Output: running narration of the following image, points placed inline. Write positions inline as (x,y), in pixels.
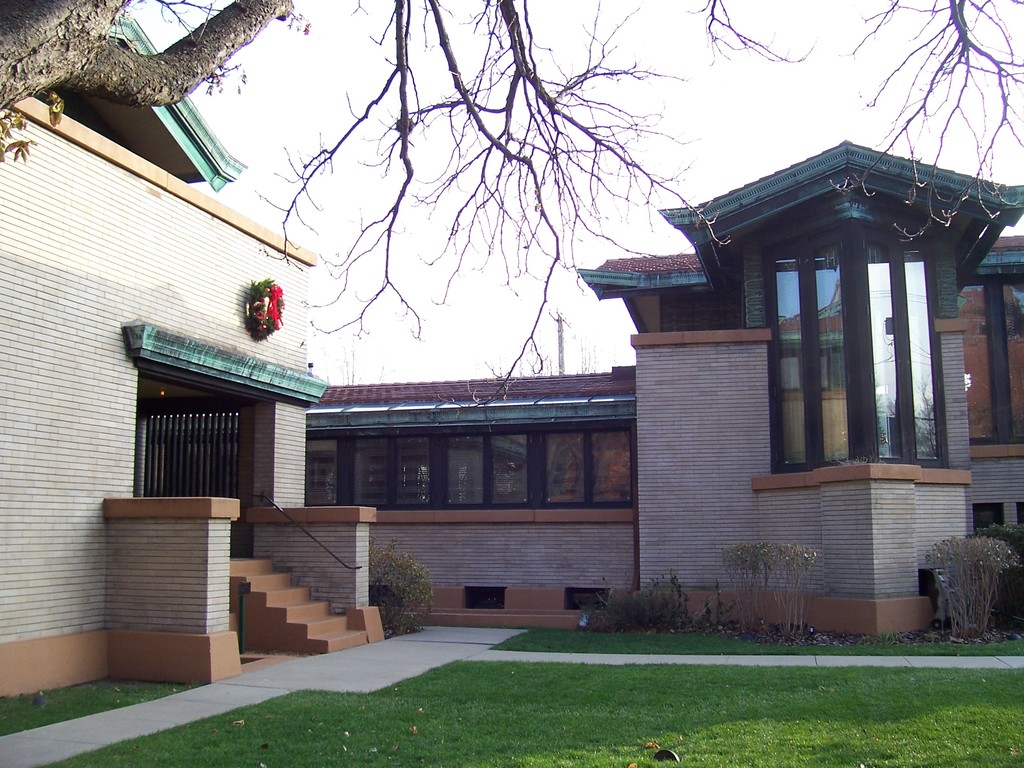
In this image we can see the lawn (714,719), plants (982,617), house (502,536), garland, a tree (351,117) and the sky (727,94) in the background (426,163).
